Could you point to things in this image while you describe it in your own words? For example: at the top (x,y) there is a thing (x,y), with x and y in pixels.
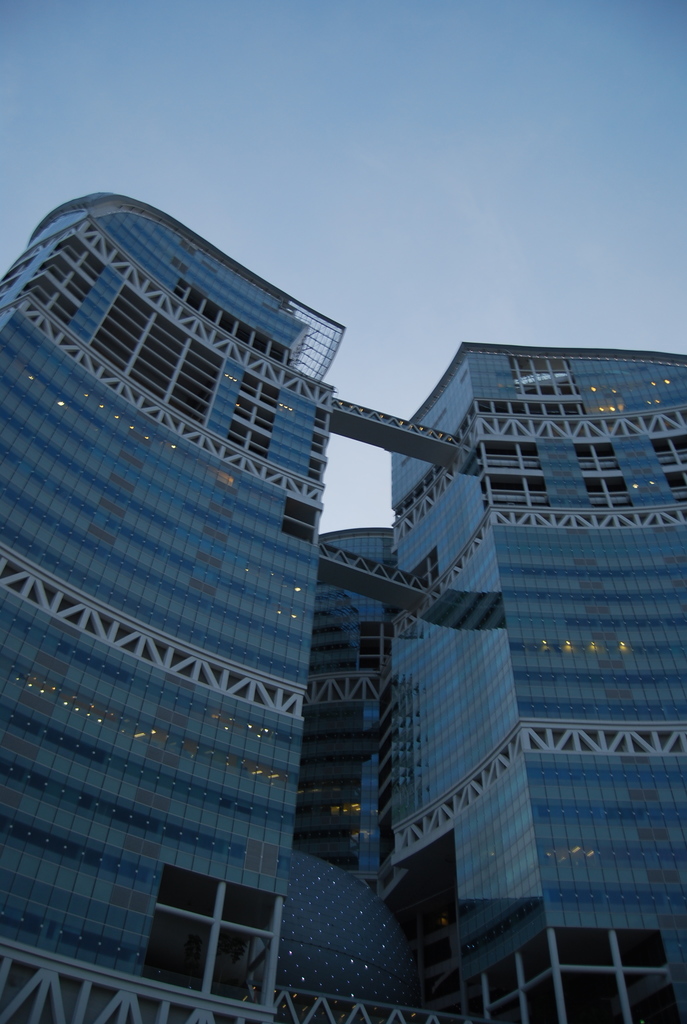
This image consists of a building (456,699) along with windows (345,771). At the top (270,94), there is sky (277,206).
